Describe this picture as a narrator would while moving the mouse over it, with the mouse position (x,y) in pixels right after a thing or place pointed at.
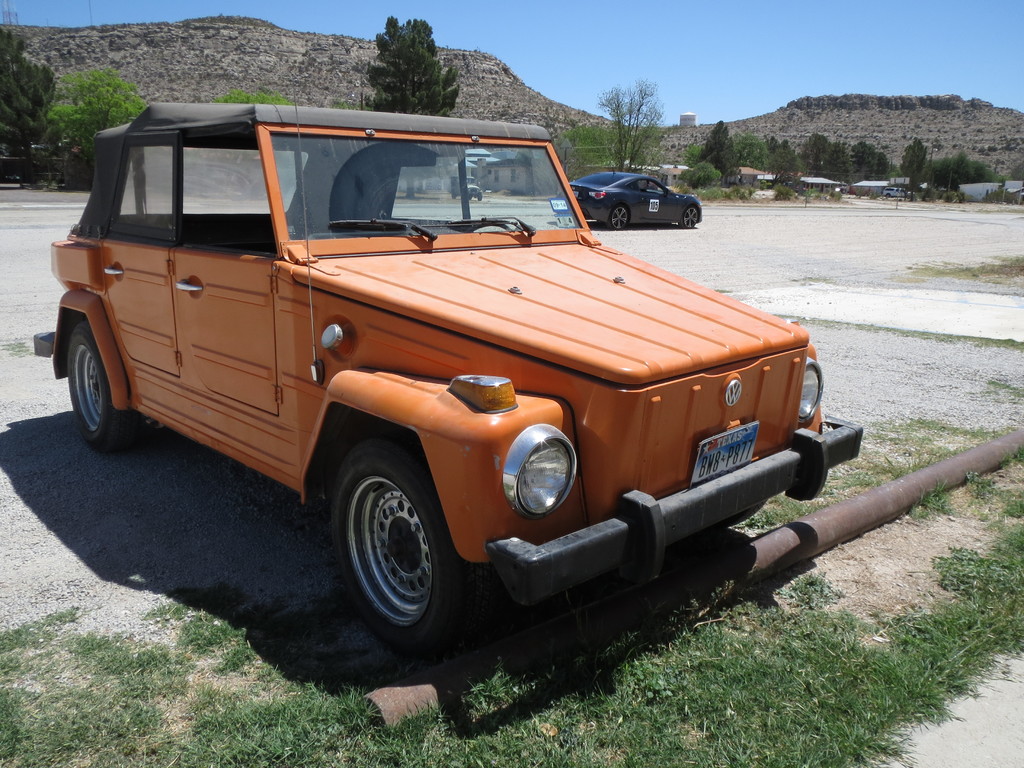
In this picture I can see vehicles (511,156), buildings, trees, hills (213,58), and in the background (647,42) there is the sky (983,55).
